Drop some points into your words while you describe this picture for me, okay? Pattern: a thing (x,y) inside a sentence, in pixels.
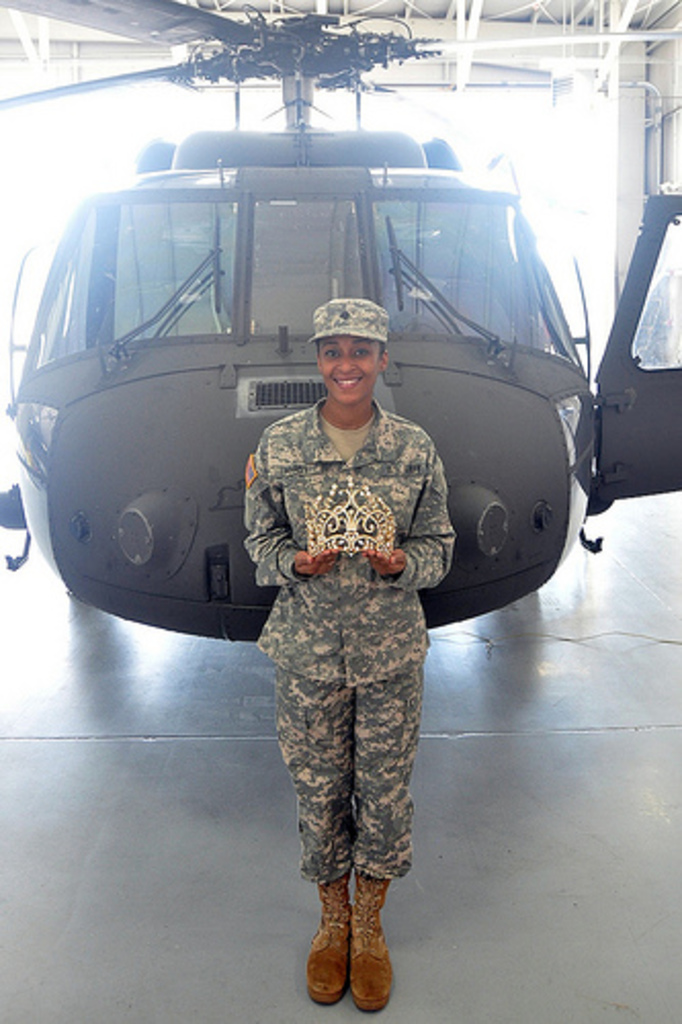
In this image I can see a helicopter (388,184) kept on the floor (55,761), in front of the helicopter (504,267) I can see a woman (335,801) she is smiling and she holding an object (319,526).
